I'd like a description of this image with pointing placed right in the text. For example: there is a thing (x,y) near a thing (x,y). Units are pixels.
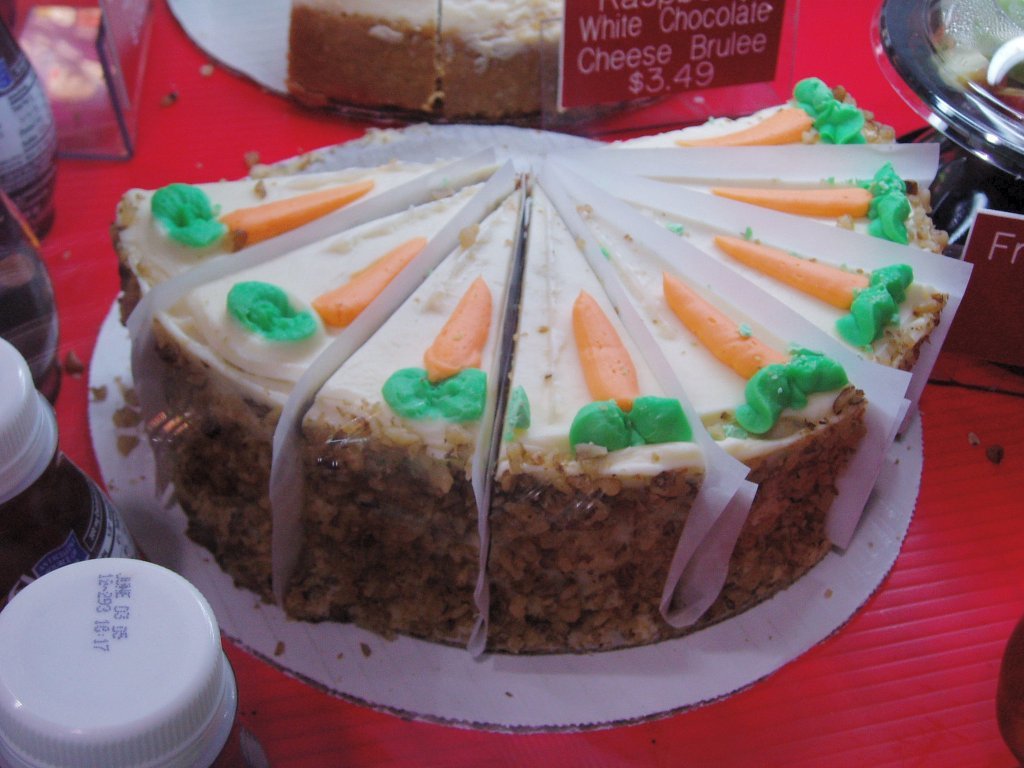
In this image we can see a cake (402,492) which is cut in a triangular shape. To the left side of the image (58,534) some bottles (58,503) are present. Top of the image (526,50) name plate (571,57) is there and one dish (544,74) is present.
